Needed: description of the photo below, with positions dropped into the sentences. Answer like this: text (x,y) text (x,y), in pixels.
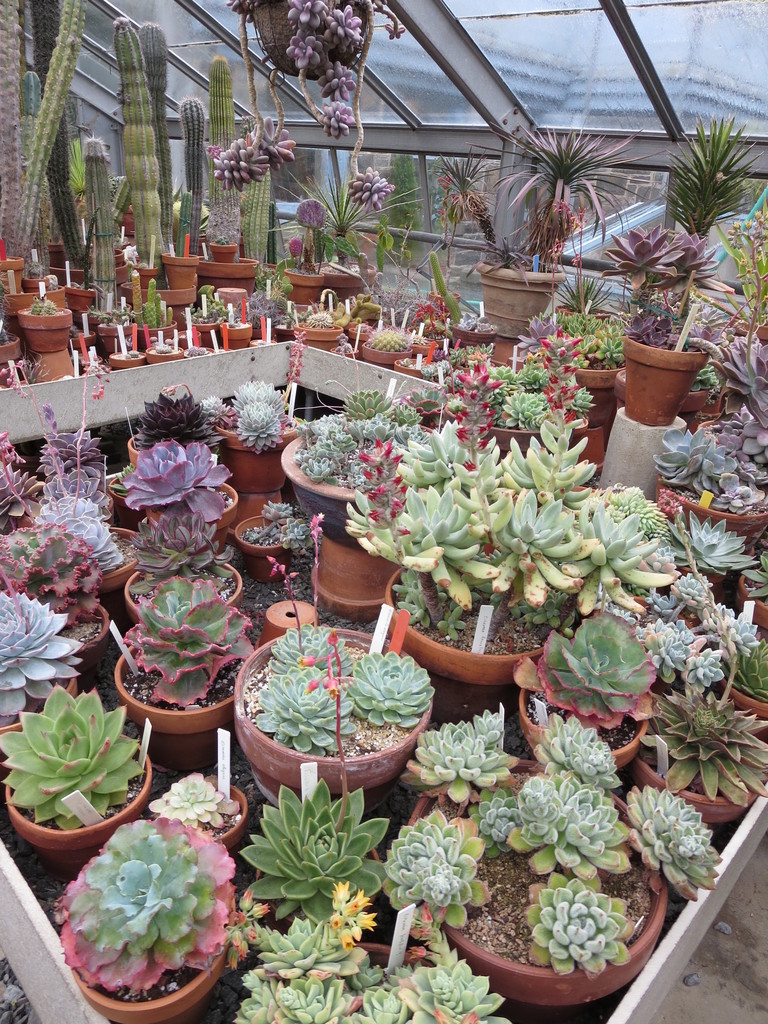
In this image there are some flower pots (383,755) there are some flowers (315,602) in the pots (320,777), at the background (101,245) there are some green color cactus plants (179,218), at the top (429,128) there are some glass windows (318,86).
